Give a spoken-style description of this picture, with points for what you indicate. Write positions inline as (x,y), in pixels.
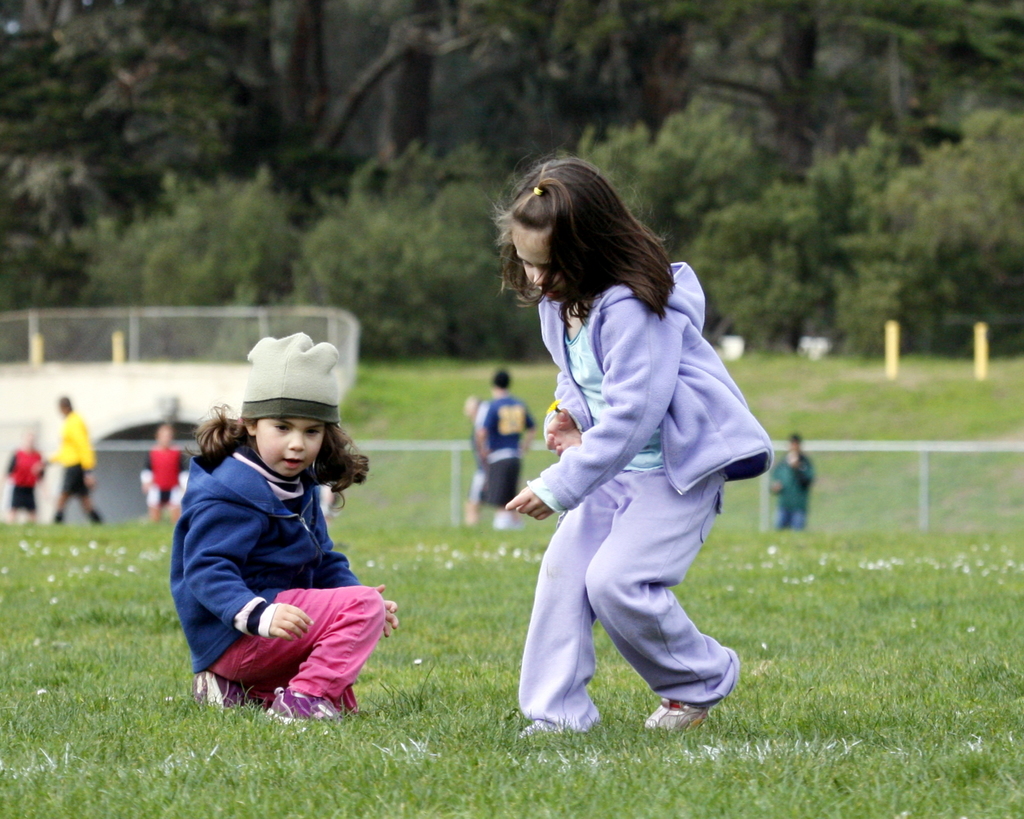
In the foreground of this picture (597,522), there is a girl (622,628) standing and a girl (332,632) squatting on it. In the background (430,396), there are persons (487,406) standing, fencing (932,463), poles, grass (882,369) and the trees (464,137).
